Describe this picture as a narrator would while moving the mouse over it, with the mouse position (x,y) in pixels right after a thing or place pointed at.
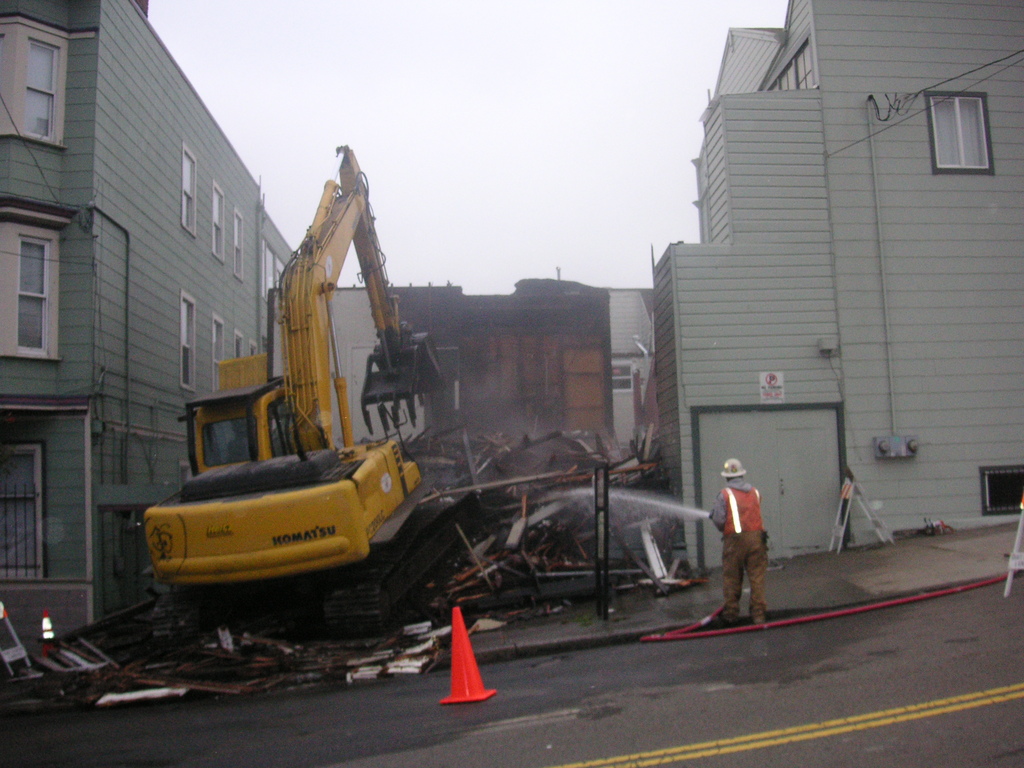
In this image there are buildings (903,368), a person (760,601) holding a pipe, there are some crashed objects (239,640), crane (374,543), divider block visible on the road (982,677), at the top (372,76) there is the sky (470,85).
